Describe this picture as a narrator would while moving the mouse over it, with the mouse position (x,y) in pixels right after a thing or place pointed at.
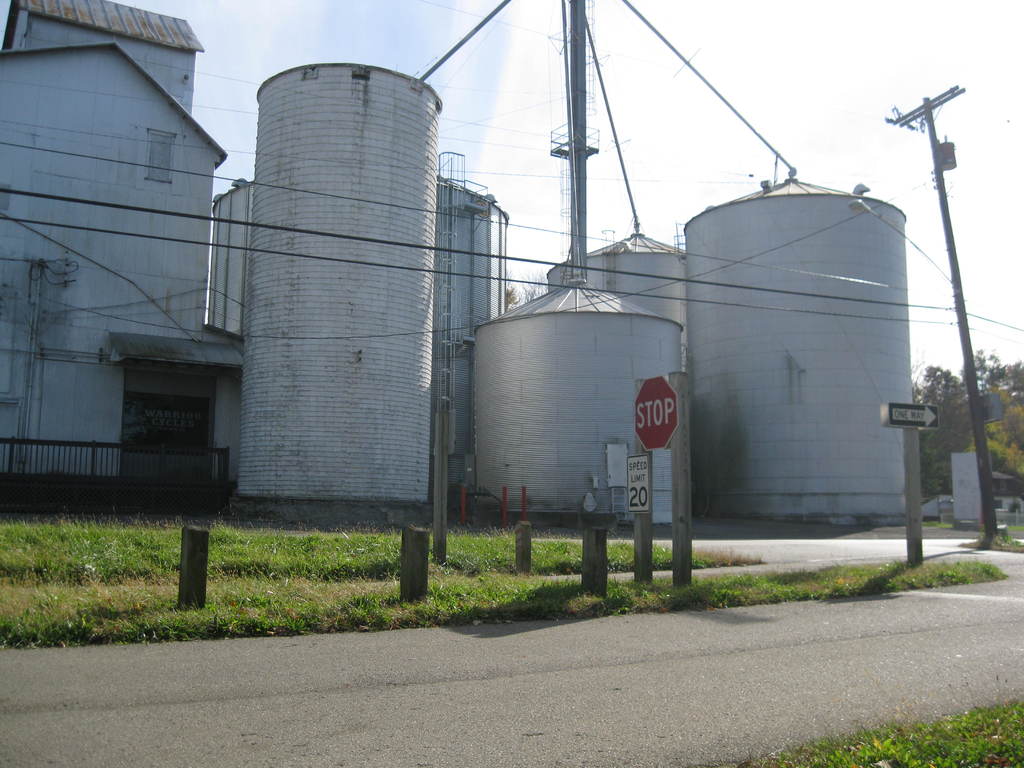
In the image we can see the sky (508,73), clouds (641,110), trees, buildings (175,260), few cylindrical shaped structures (550,313), poles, grass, sign boards (639,481), fence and road (619,724).
